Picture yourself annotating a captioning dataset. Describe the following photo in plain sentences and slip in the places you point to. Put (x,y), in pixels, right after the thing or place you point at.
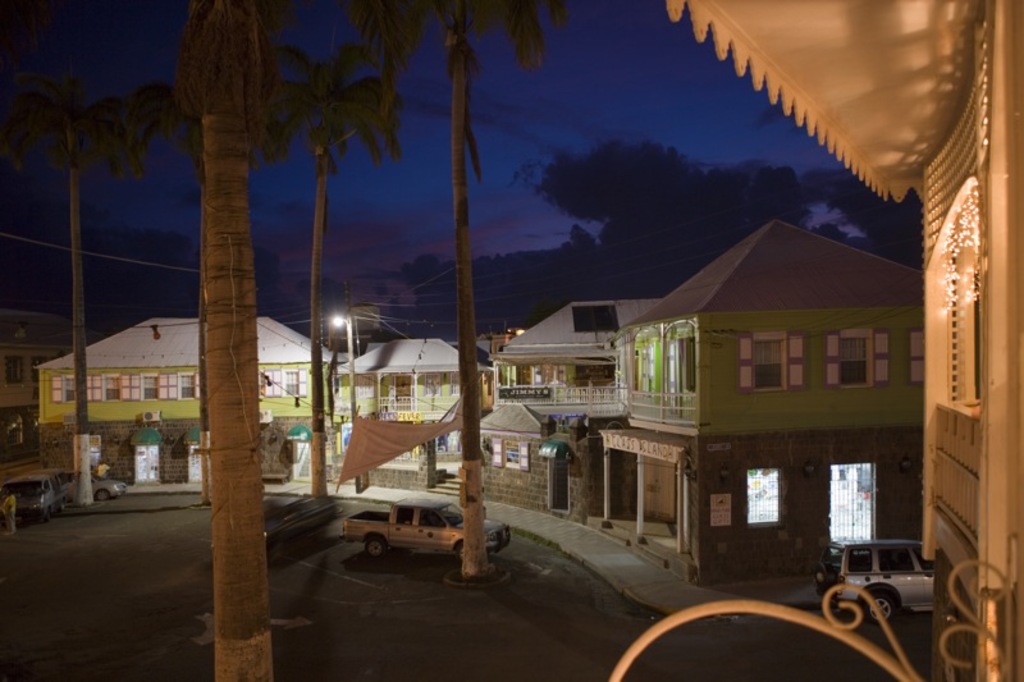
In this image there are trees (457,208), buildings (621,302), vehicles (371,527), light pole (351,397), sky (332,290), clouds (639,291), boards (718,504), banner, person (14,500) and objects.
